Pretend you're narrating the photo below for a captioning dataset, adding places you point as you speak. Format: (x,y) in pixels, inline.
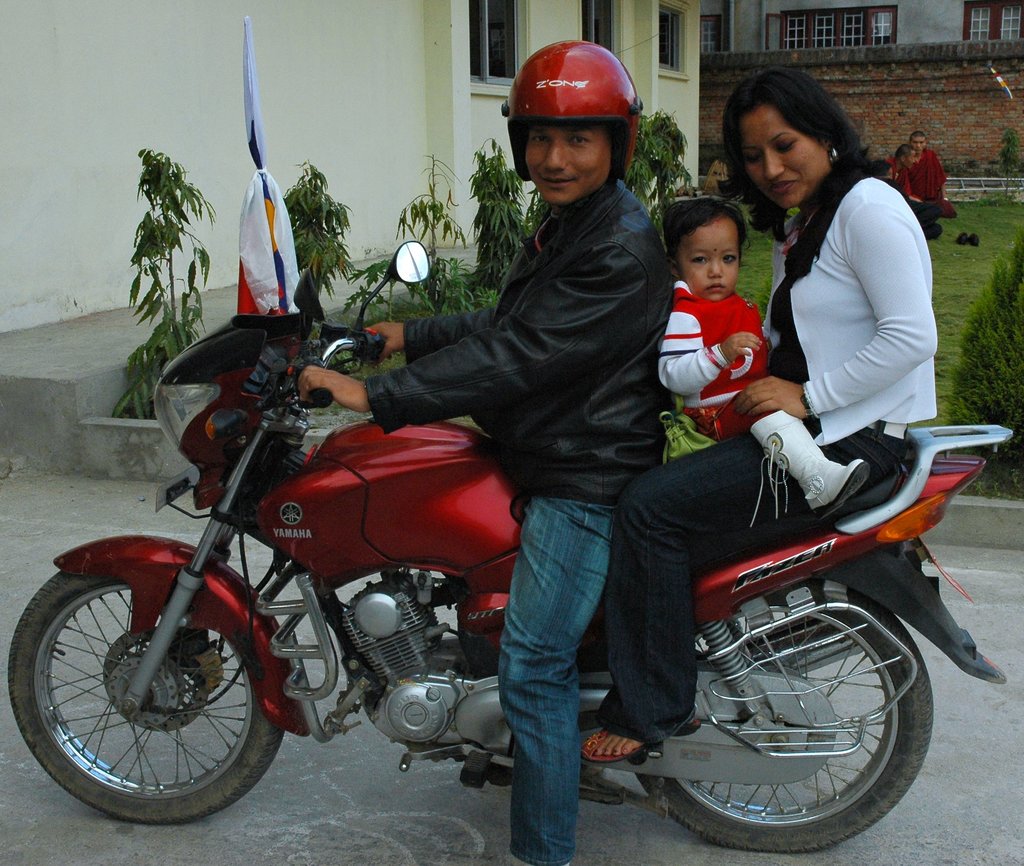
Here we can see a couple of people (625,175) sitting on a bike (781,524) with a baby (717,309) in between them and behind them we can see plants (168,237) and a building (377,50).
